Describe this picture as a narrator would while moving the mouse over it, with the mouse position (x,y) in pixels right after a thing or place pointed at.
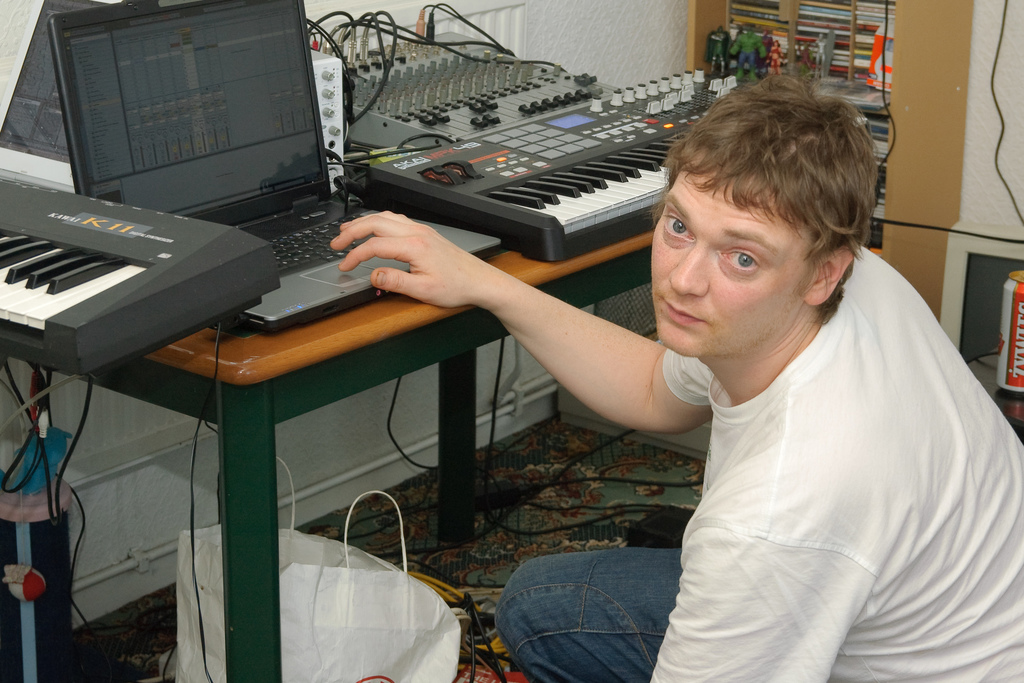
In this image, here we can see a person (784,467) who is looking at camera and also having his hand (360,246) on the laptop mouse (336,275) and here the laptop (298,302) is on the table (406,319) and on the table (559,271) we have things (510,184) like piano (495,163) and some electrical objects (355,65). In the background (904,74) we have a shelf (926,40). In the shelf (931,57) we have some items (846,27) which are not visible clearly and in front of the shelf (798,10) there are some mini toys (740,56) like superman (740,56) or some other person (707,52). And also we have a bag (411,660) here which is having something and it is a nice click.
